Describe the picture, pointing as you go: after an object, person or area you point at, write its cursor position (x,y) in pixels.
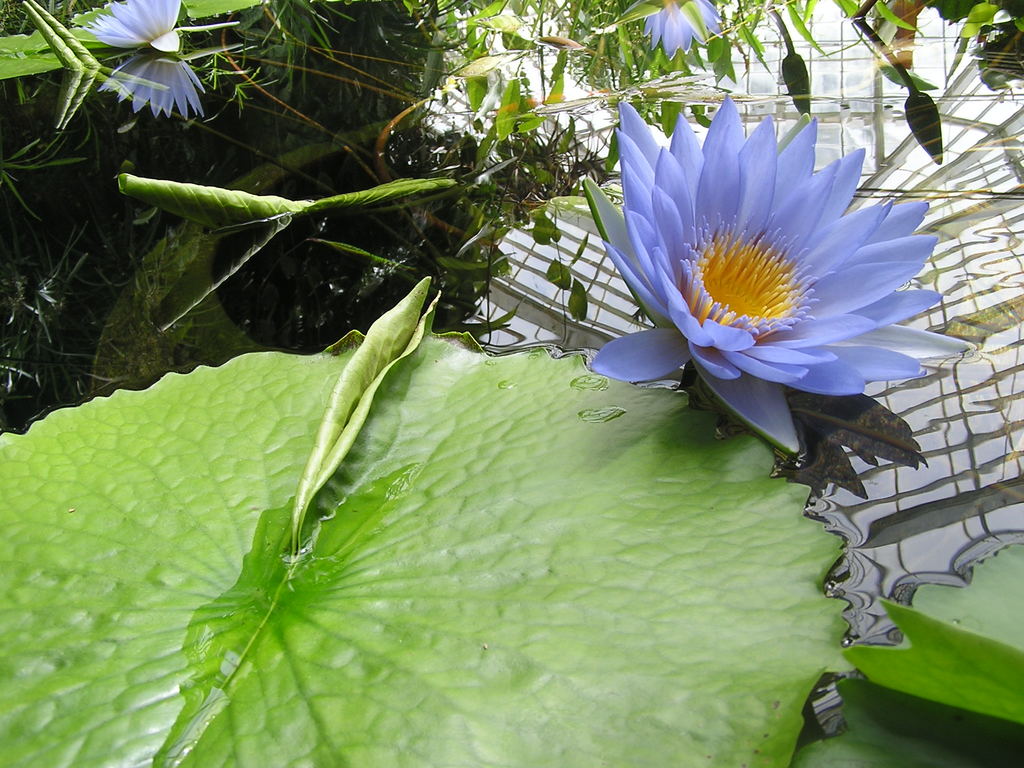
In this image we can see flowers (655,276) and leaves (566,483) on the water (270,186).
